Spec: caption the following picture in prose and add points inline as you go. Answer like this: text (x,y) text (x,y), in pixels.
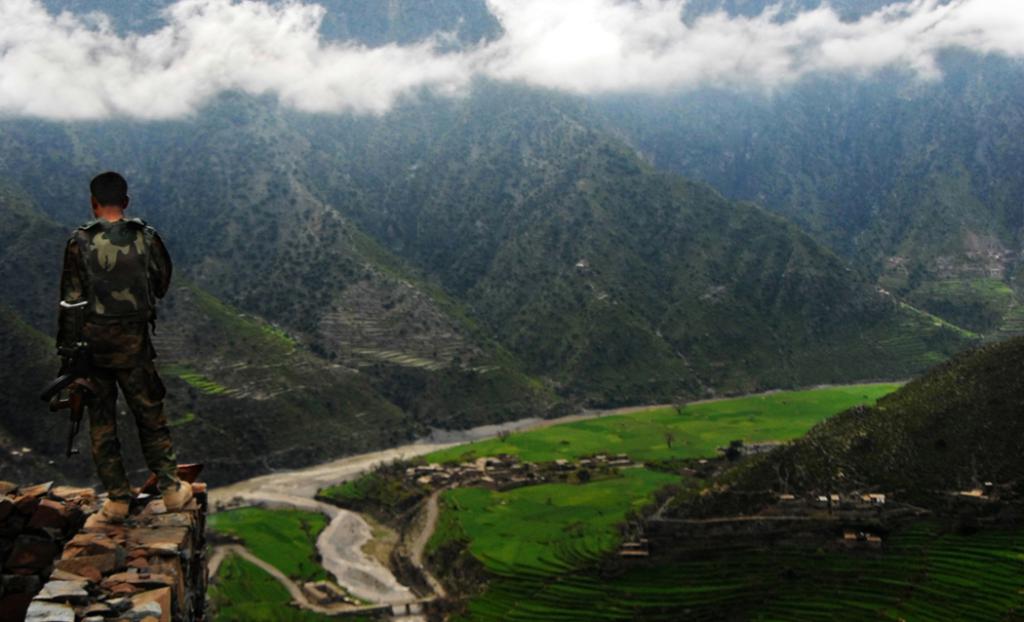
In the image there is a man (109,405) with gun (75,362) standing on wall (140,509) on left side (81,408), in the front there is grassland (621,472) in the bottom (653,521) and there are many hills (301,139) in the front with trees (408,218) all over it and above its clouds (503,39).
